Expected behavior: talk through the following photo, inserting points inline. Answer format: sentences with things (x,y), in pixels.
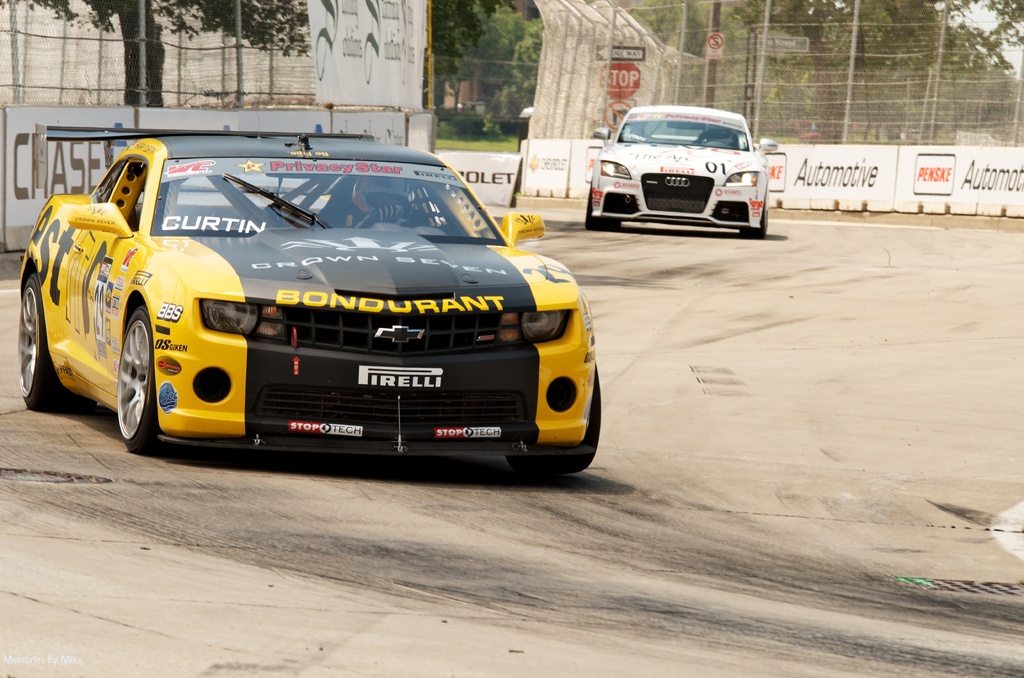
The yellow car (303,288) and the white car (605,172) are moving on the road (689,400). Behind that, we see white boards (863,191) with some text (818,168) written on it. Beside that, we see a fence (576,46) and a red board (626,82) with "STOP" written on it. There are trees (540,35) in the background (483,42).
